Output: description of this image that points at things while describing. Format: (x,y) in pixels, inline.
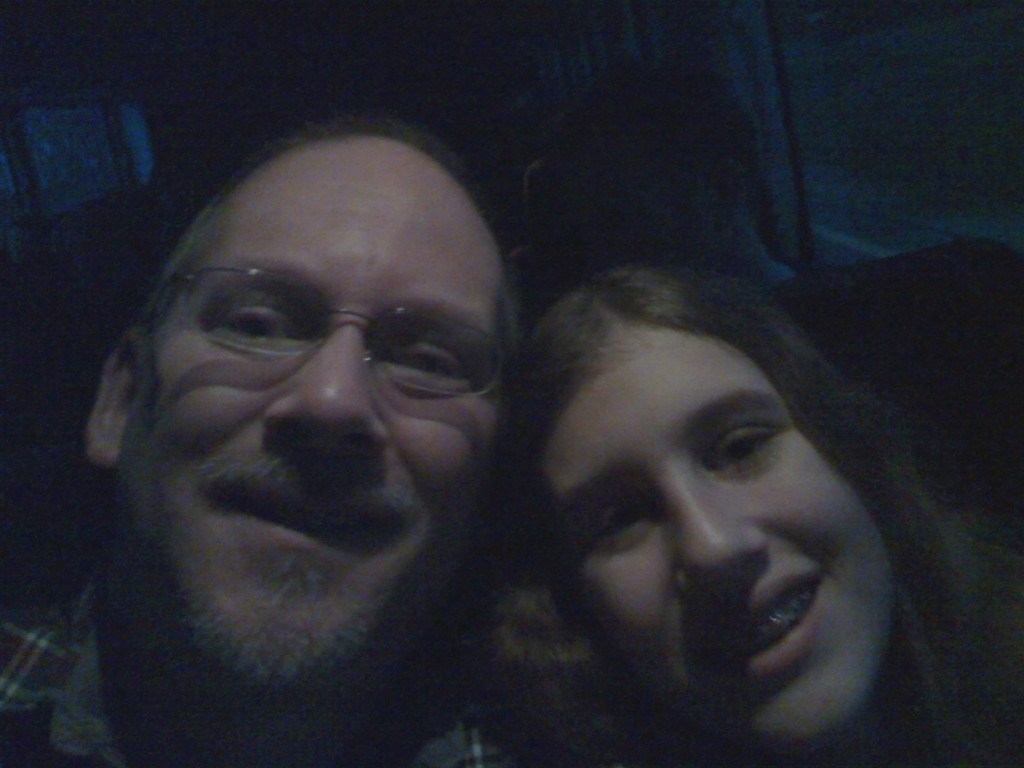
In the picture I can see a person (284,383) wearing spectacles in the left corner (308,467) and there is another woman (744,529) beside him in the right corner (817,553).
